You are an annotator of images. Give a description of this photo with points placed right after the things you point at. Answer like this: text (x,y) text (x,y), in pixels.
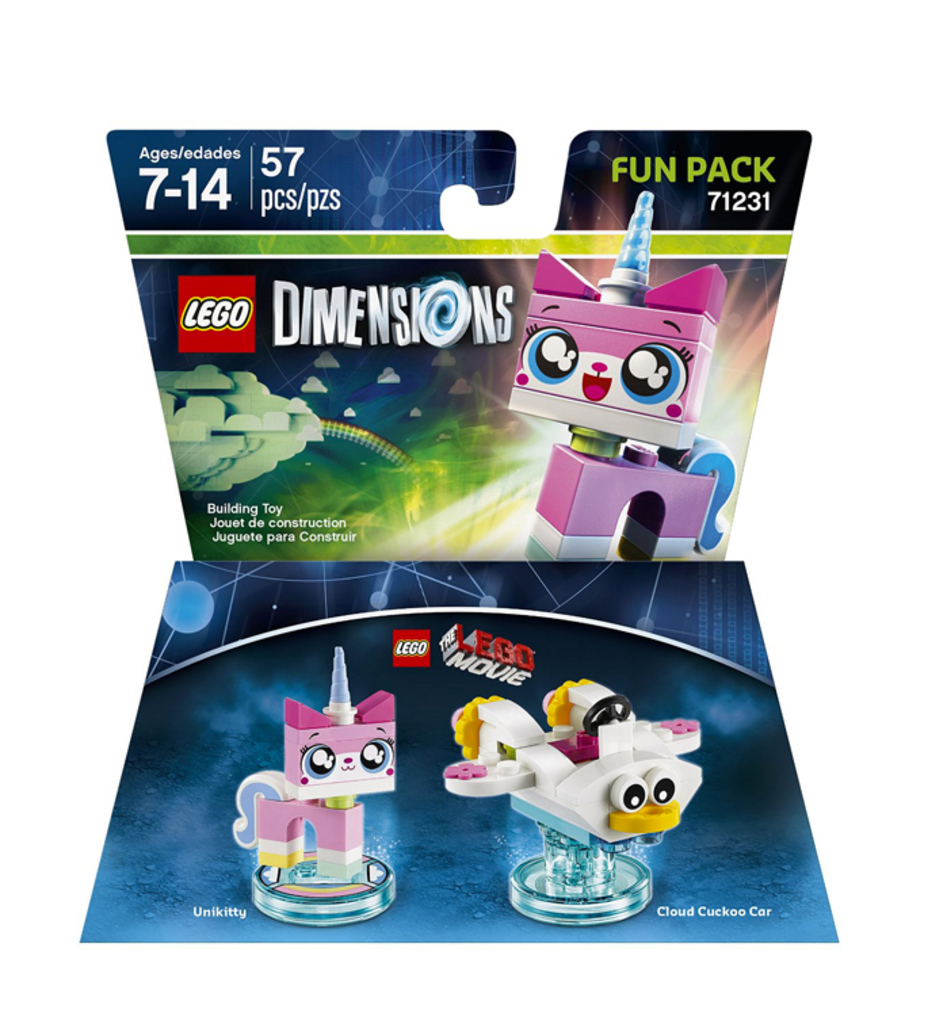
In this image, this looks like a poster (575,336) and a board (412,656). I can see the pictures (578,486) of the toys (288,780), letters (284,285) and numbers (212,198) on it. The background (182,67) looks white in color.
